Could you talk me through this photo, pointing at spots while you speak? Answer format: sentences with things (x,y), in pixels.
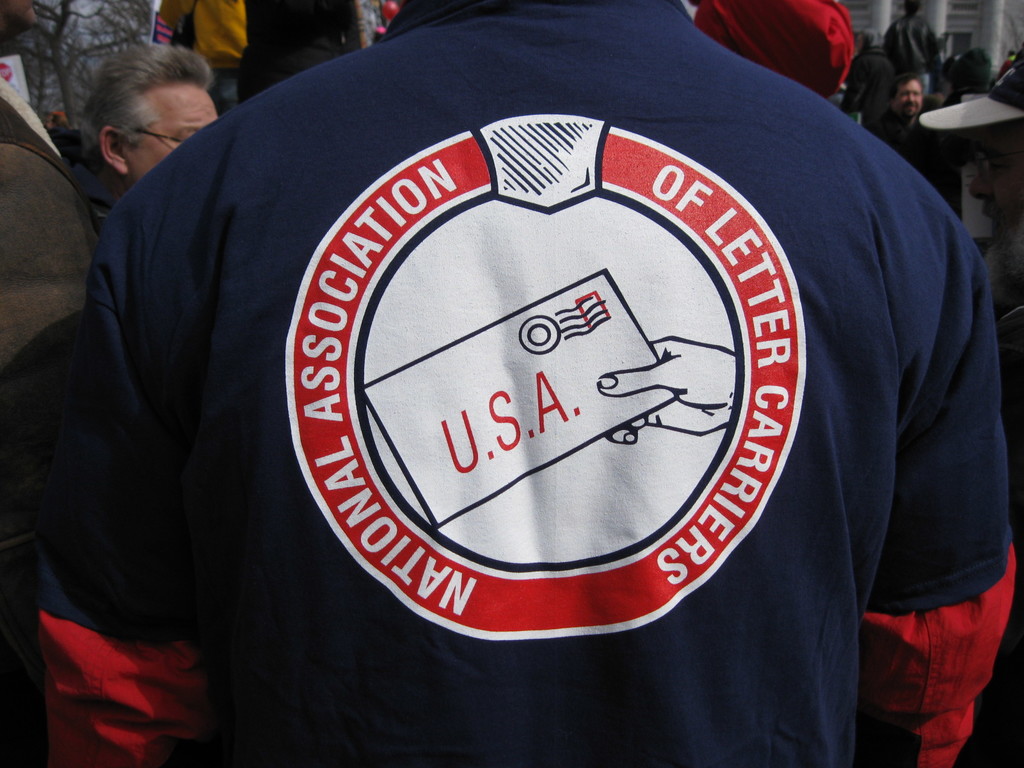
In this image we can see a man (464,537) standing wearing a t-shirt (254,352) having some text (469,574) on it. On the backside (878,92) we can see a group of people (125,117), some pillars (883,26) and a tree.
